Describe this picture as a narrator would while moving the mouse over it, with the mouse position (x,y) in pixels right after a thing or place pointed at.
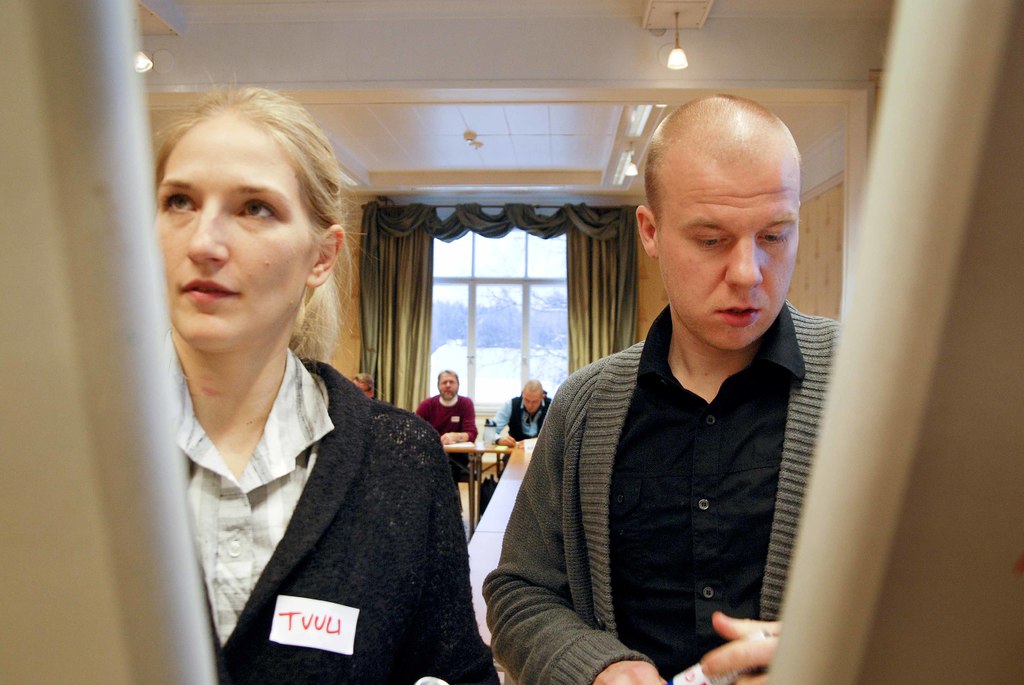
In this image I can see few people (662,418) standing and few people (473,428) are sitting. Back I can see a curtain (398,325), glass window (484,258), lights (629,135) and a wall (822,193). I can see a table (483,451) and few object (526,449) on it.
